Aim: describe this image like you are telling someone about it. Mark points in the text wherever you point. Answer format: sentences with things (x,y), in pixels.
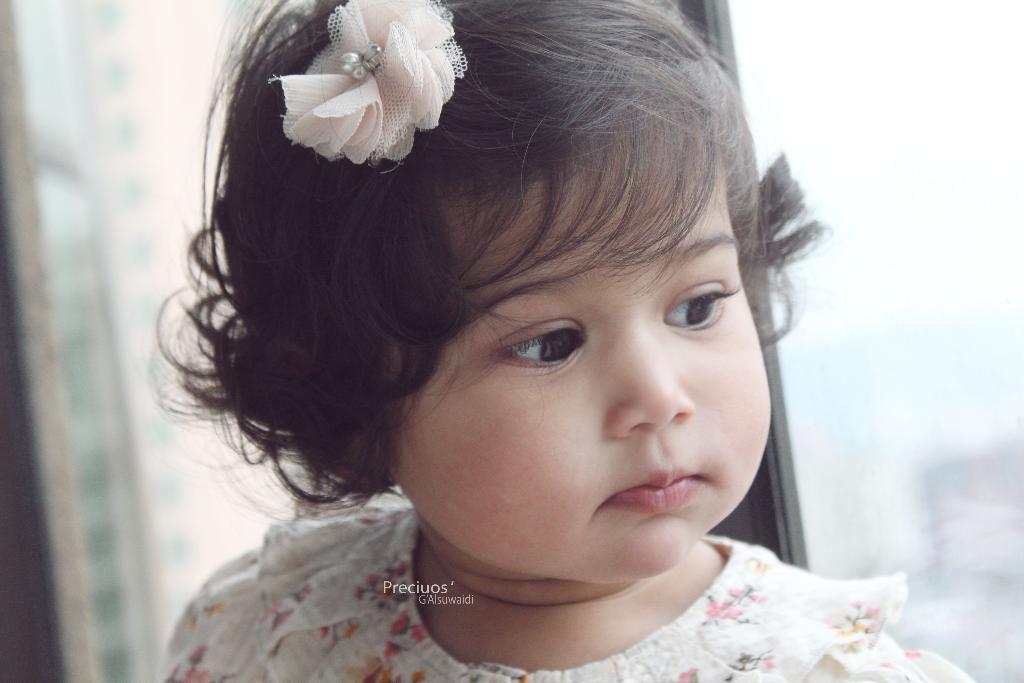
In the foreground (376,40) I can see a kid (880,629). In the background (167,217) I can see a window (174,202). This image is taken in a room (839,358).
